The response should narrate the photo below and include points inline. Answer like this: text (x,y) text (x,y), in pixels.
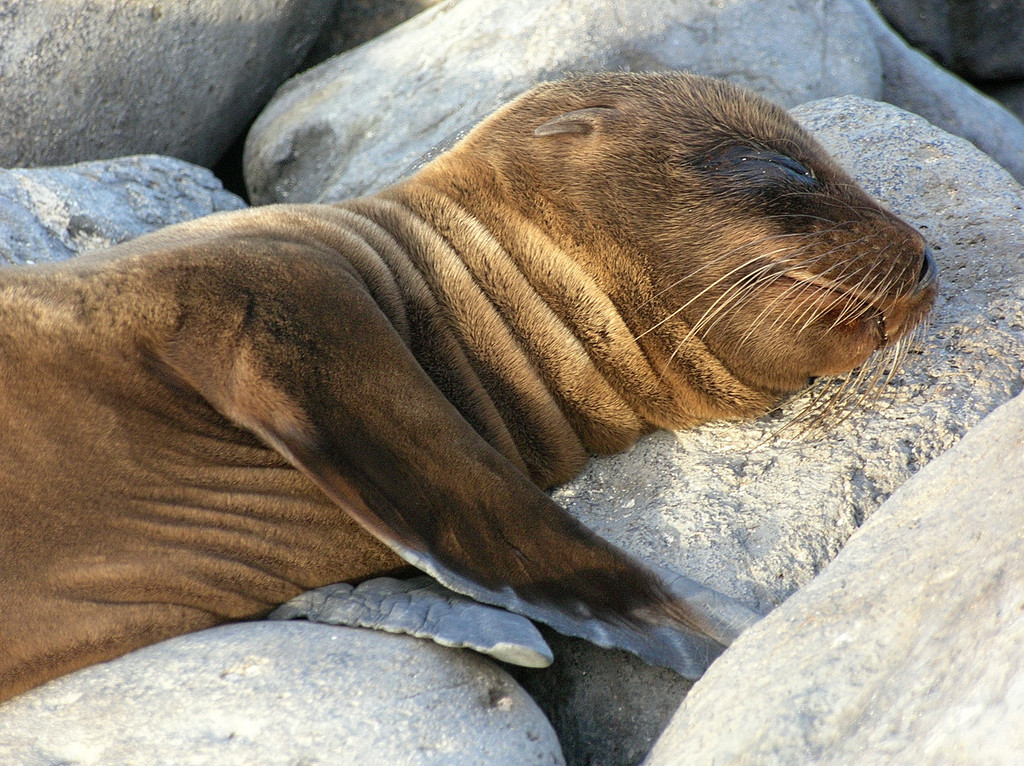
At the bottom of the image (907,747) there are some stones (732,503), on the stones (950,730) there is a seal (6,404).
